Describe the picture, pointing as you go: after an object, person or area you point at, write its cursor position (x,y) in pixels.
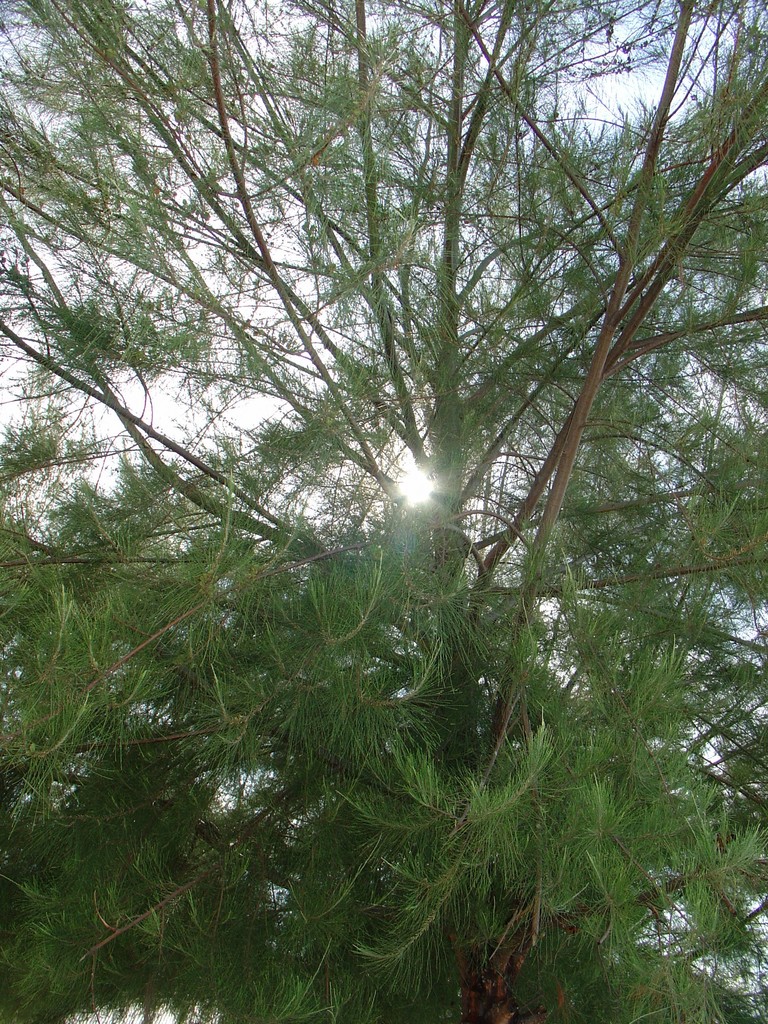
In this image we can see a tree (410,602) and the sky (404,453) which looks cloudy.
